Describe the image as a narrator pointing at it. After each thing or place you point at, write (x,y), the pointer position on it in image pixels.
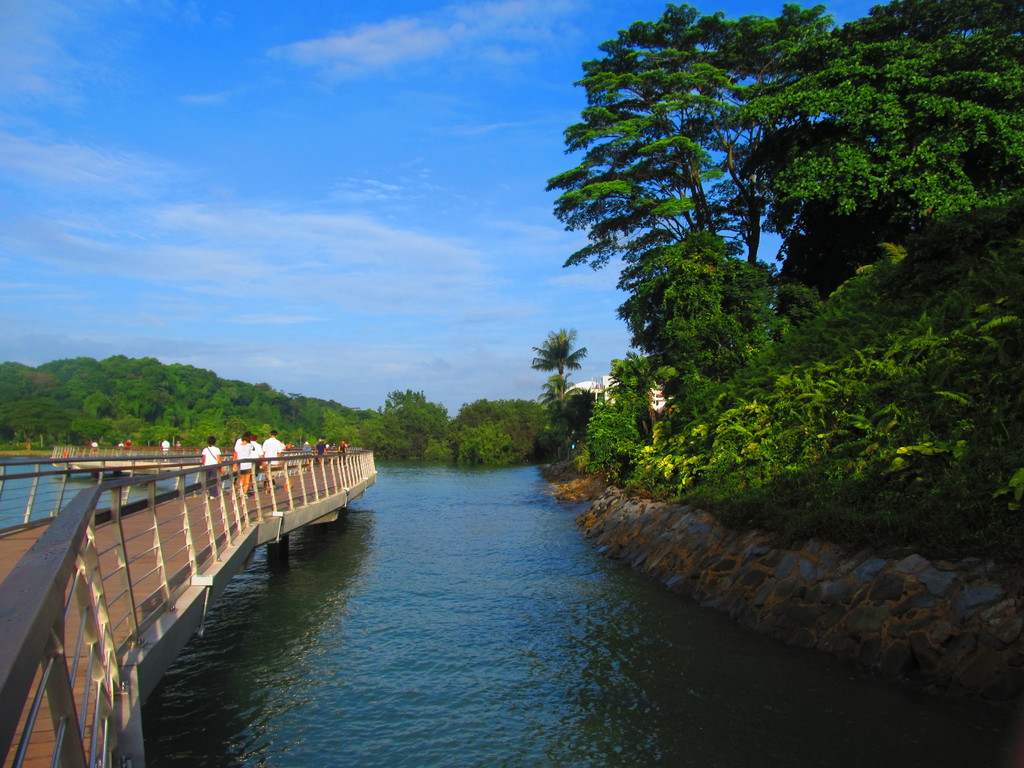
In this image we can see a few people (243,443) walking on the path (148,532), there are railings (44,624), there is a house (594,392), plants (603,417), trees (712,391), also we can see the river (400,591), and the sky (378,230).
